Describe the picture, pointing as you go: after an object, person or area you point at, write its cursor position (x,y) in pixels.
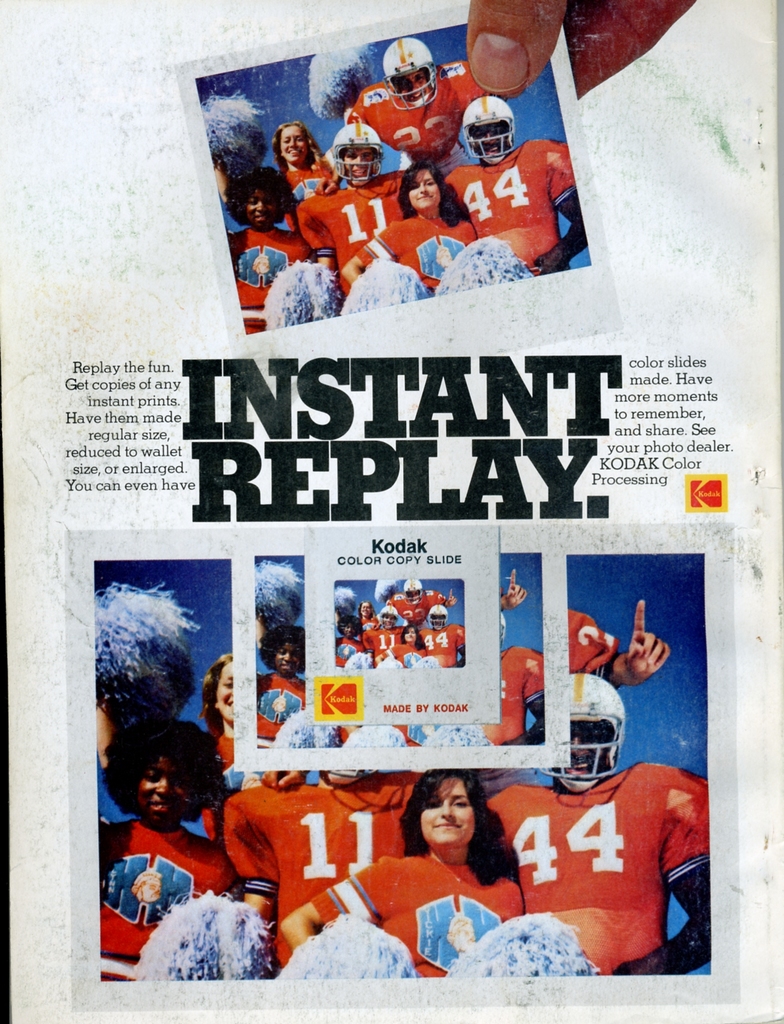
In this picture I can observe some text (248,398) and two photographs (364,158) in the paper (160,198). In these photographs (376,281) I can observe some players (348,858). The background (97,160) is in white color.
